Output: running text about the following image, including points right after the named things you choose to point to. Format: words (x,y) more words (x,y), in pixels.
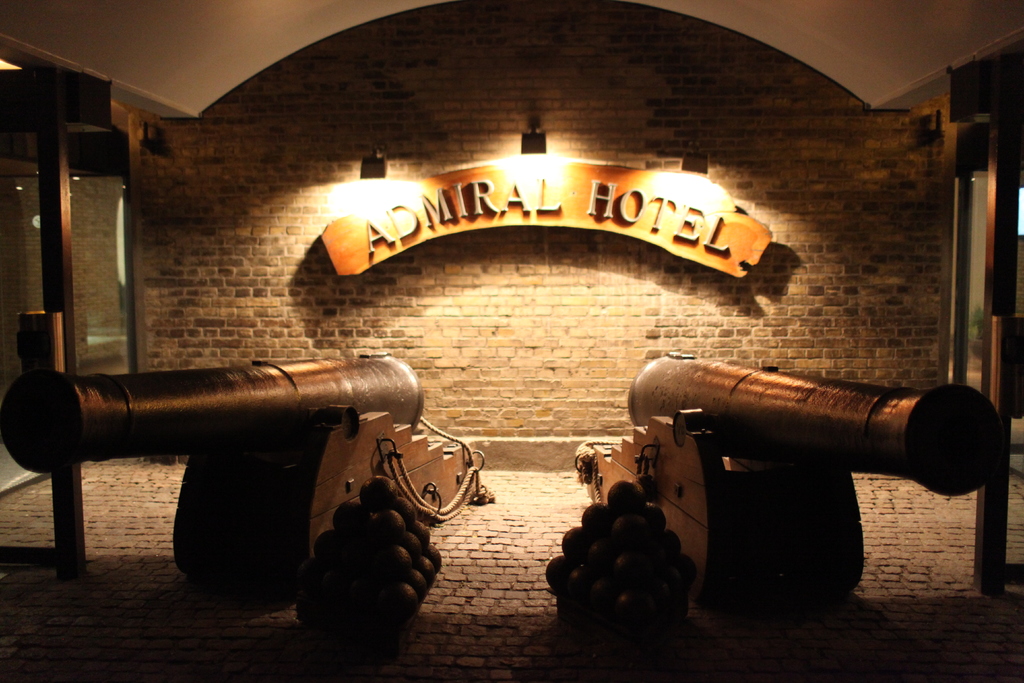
In this picture we can see cannons (789,574) and a few balls (379,597). There is a board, lights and a brick wall (321,302) in the background (321,302).
